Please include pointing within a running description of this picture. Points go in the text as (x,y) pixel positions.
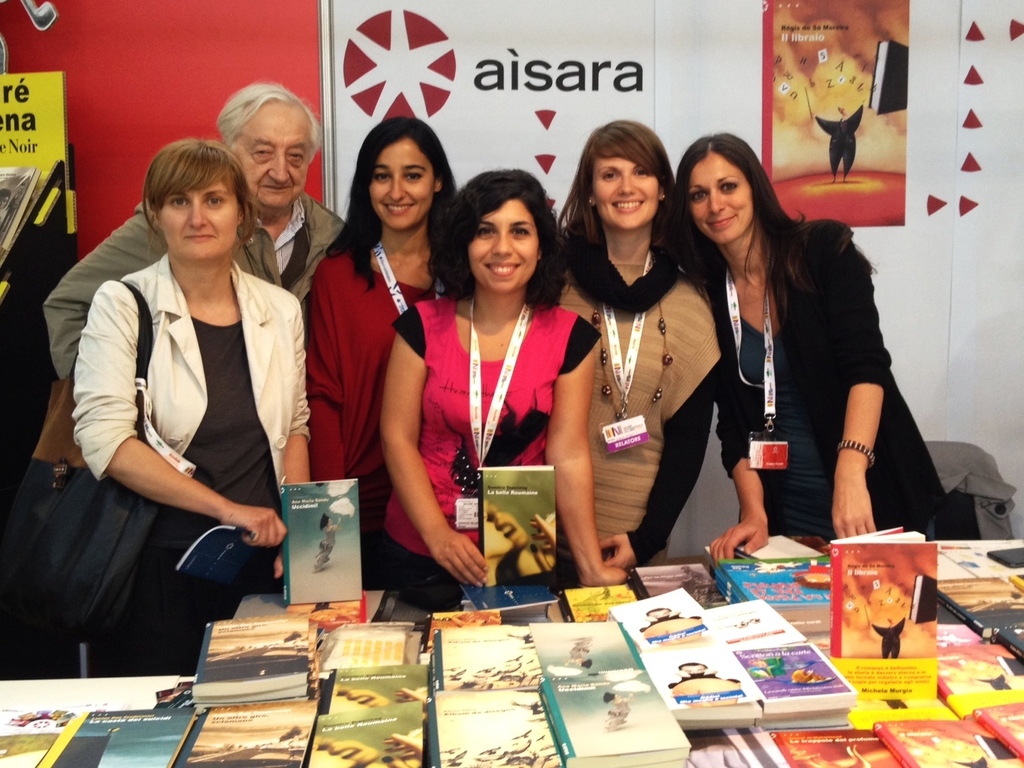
In this image there are few persons (153,457) standing behind the table (105,694) having few books (556,737) on it. A woman (174,380) wearing a white jacket (182,355) is carrying bag (147,524) and holding a book (236,540). Beside there is a person (453,344) wearing a pink top (504,427) is holding a book (489,510). Behind them there is banner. Right side (965,492) there is a chair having cloth (976,485) on it. Left side (18,226) there is a rack (41,112) having a book (2,181).
